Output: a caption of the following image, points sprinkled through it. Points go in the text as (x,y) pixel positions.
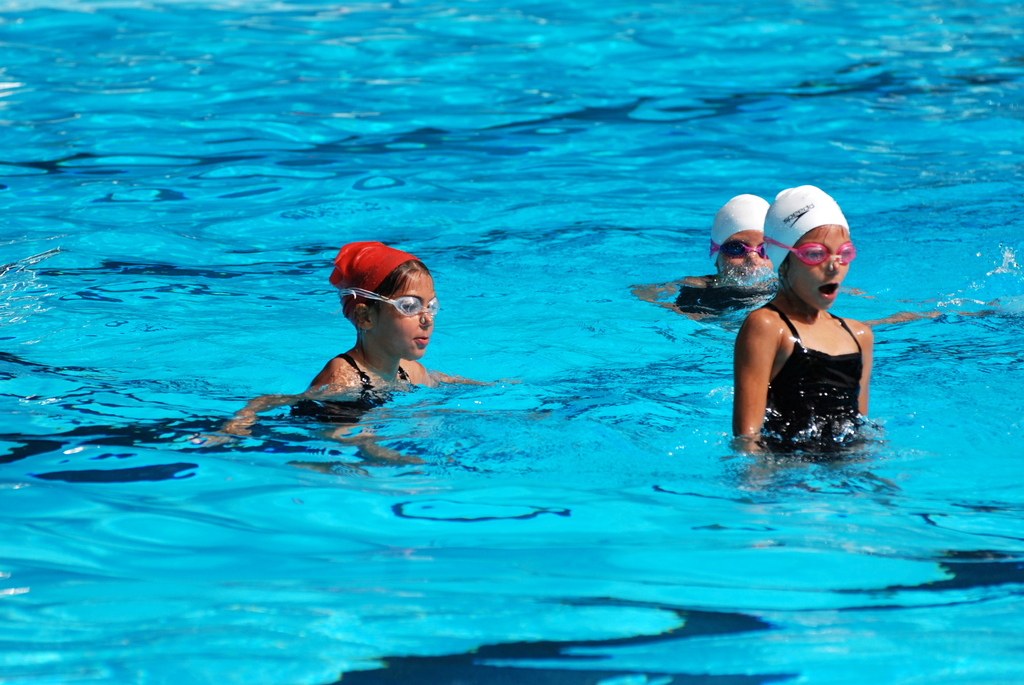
This image consists of three persons (356,401) swimming. They are wearing caps (362,271). At the bottom (344,633), there is water (83,614).
